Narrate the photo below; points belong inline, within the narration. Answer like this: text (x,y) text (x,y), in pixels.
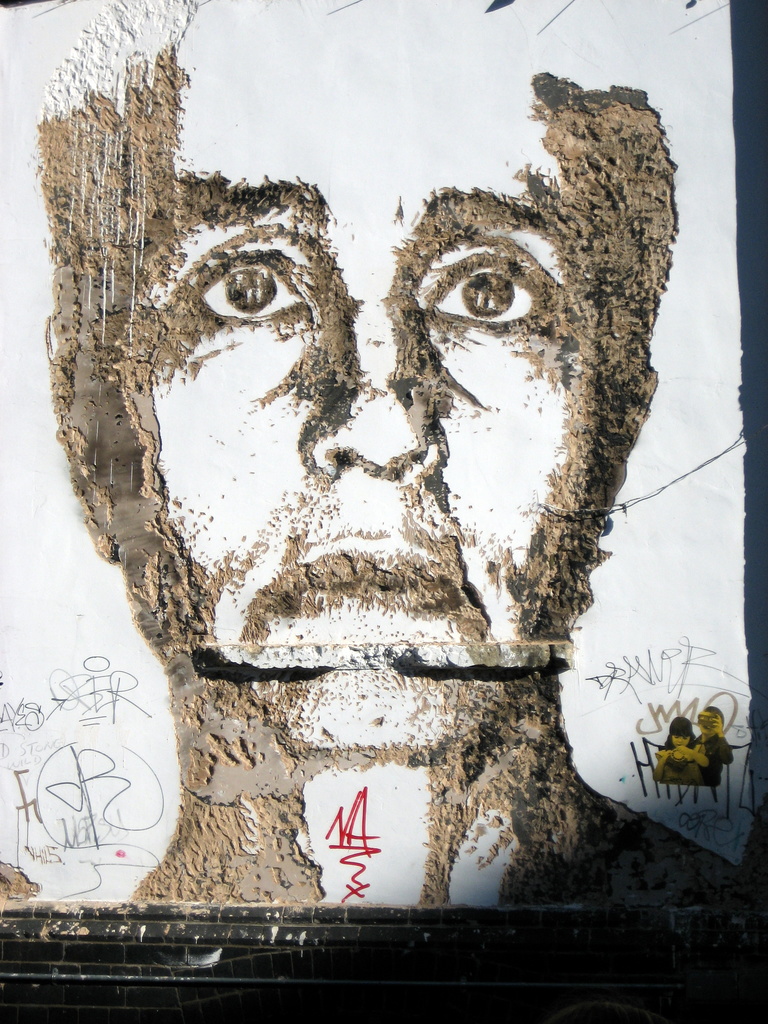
In this picture there is a painting (371,559) of a person (312,564) and there is something written below it.
